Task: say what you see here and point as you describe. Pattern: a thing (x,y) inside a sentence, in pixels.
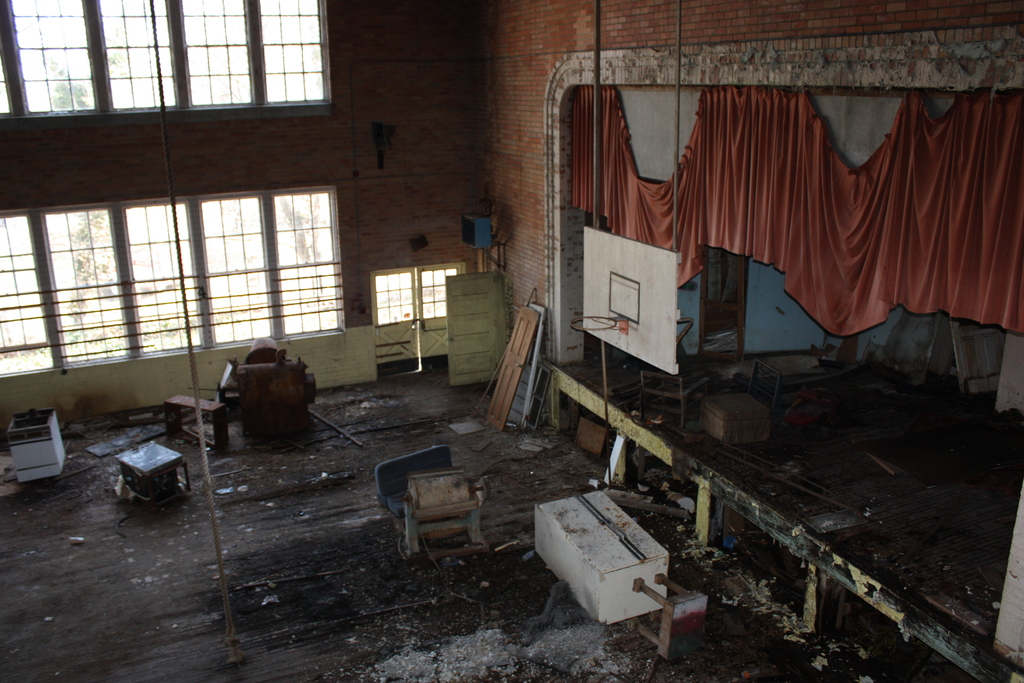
In this image, we can see some windows (247,247), at the right side (794,184) there is a curtain (795,175).
